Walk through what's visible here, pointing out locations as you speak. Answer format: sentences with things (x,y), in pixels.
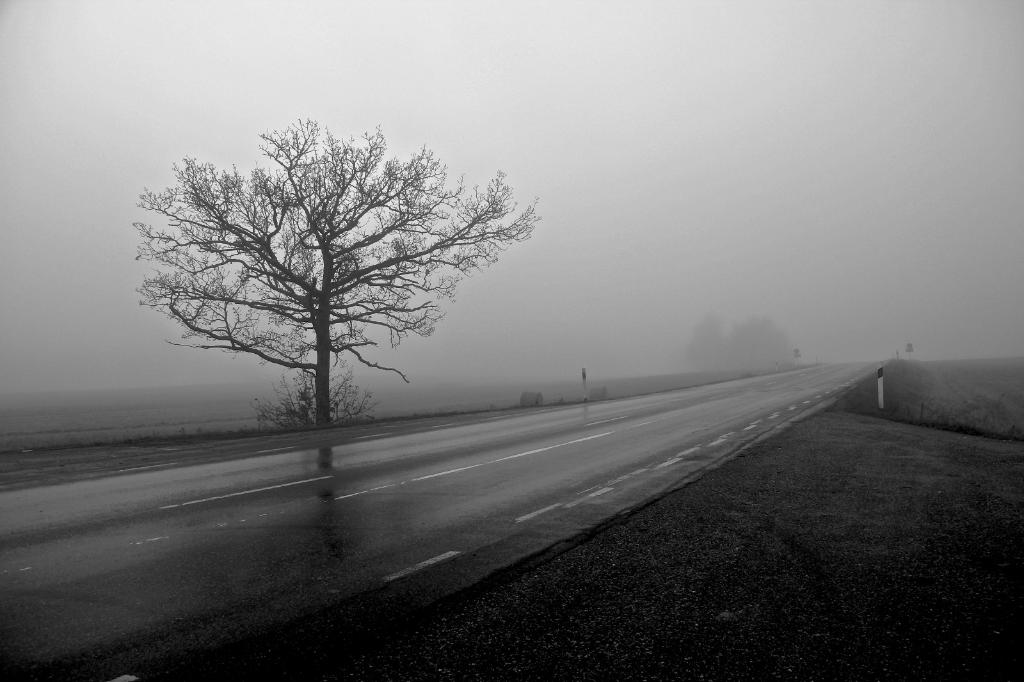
In the picture it is raining. In the foreground of the picture (325,507) there are road (202,505) and soil (958,564). In the center of the picture (384,300) there are trees (318,390). In the background (531,100) we can see trees (718,347) and it is foggy.
